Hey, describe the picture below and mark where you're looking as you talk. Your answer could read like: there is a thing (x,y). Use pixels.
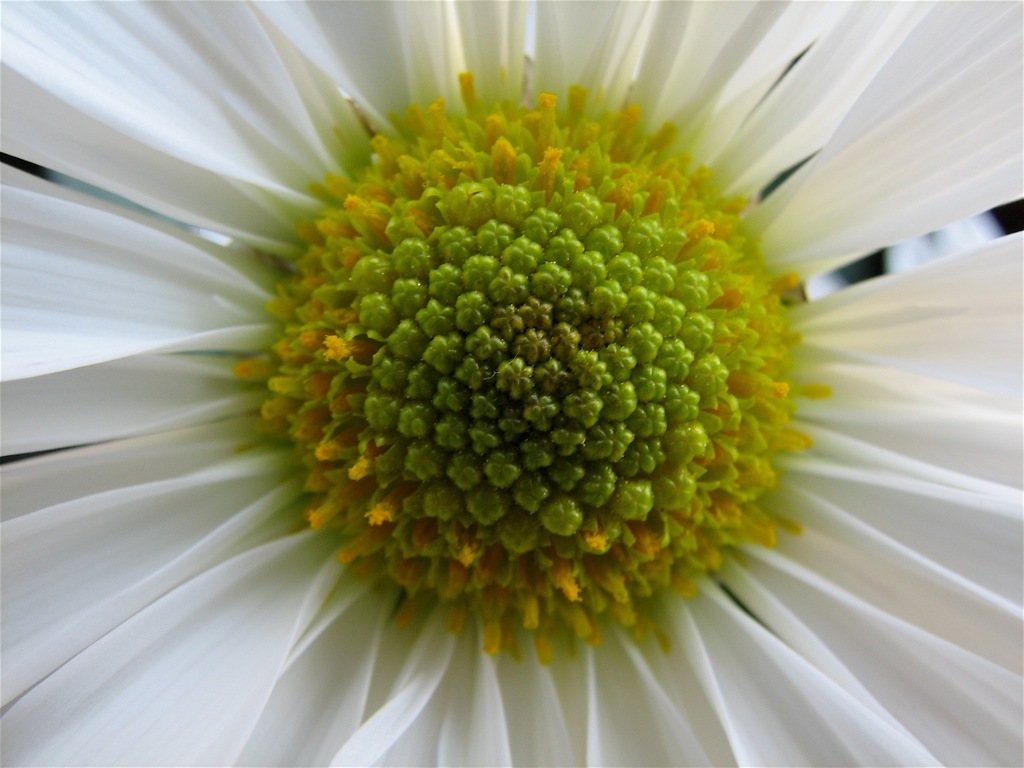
This image consist of a flower (430,354) which is in the center (545,336) and there are white colour petals (823,616).
